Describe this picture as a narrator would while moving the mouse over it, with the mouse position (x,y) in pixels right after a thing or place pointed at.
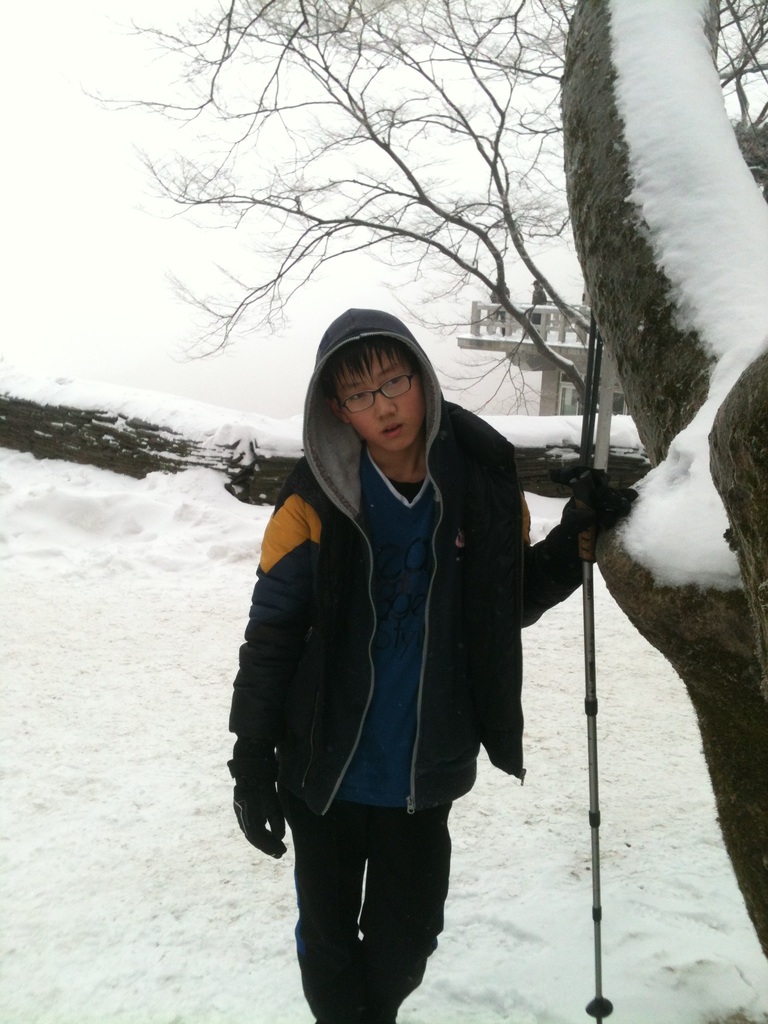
There is a boy (391,642) standing beside a tree (628,555), he is holding a stick (600,905) in his hand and the land (195,675) around the boy (328,644) is filled with snow (517,822) and in the background (576,377) there is a house (545,307) and a dry tree (534,330).
